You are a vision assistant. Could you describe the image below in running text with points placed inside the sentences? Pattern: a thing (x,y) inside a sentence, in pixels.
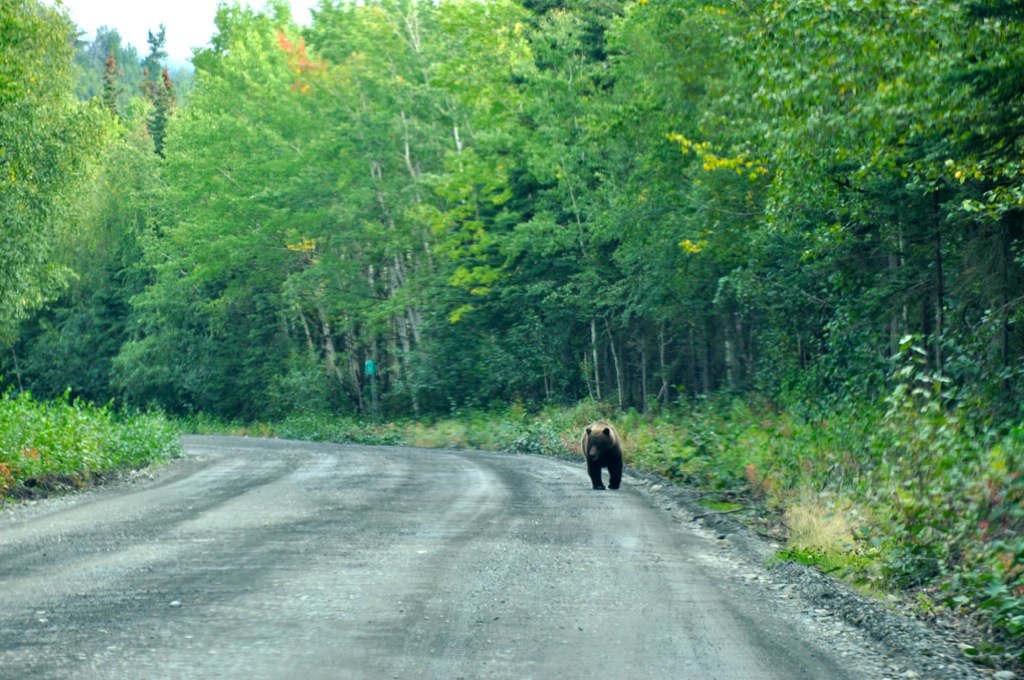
In this picture there is a bear (613,466) standing on the road (588,480) and there are trees (257,371) on either sides of it.
